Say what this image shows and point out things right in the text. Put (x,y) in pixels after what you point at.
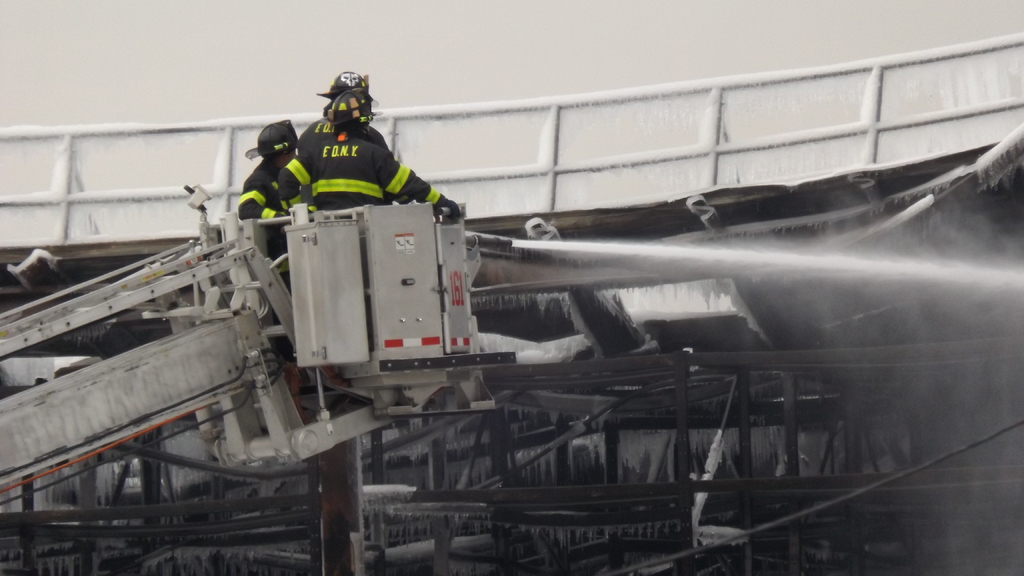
In this image, we can see three persons (344,203) in the crane (467,253) and they are holding water pipe (501,246). We can see the railing (864,99).
